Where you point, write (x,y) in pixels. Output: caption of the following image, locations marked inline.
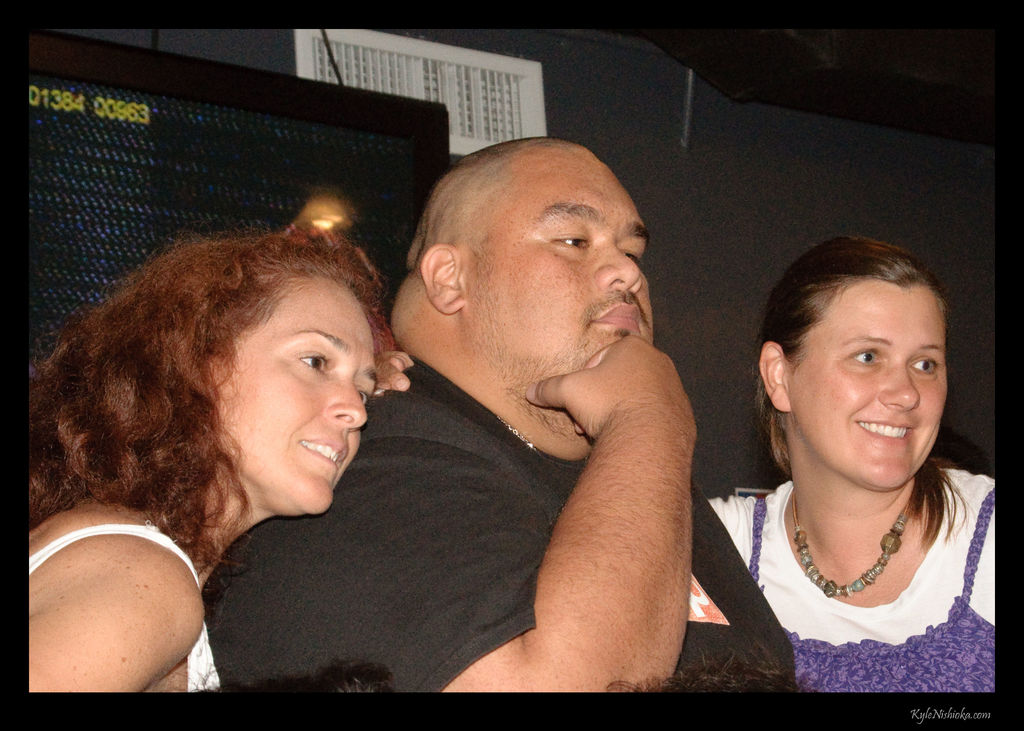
In the image we can see there are three people (485,571) standing and behind there is a screen (197,133).
